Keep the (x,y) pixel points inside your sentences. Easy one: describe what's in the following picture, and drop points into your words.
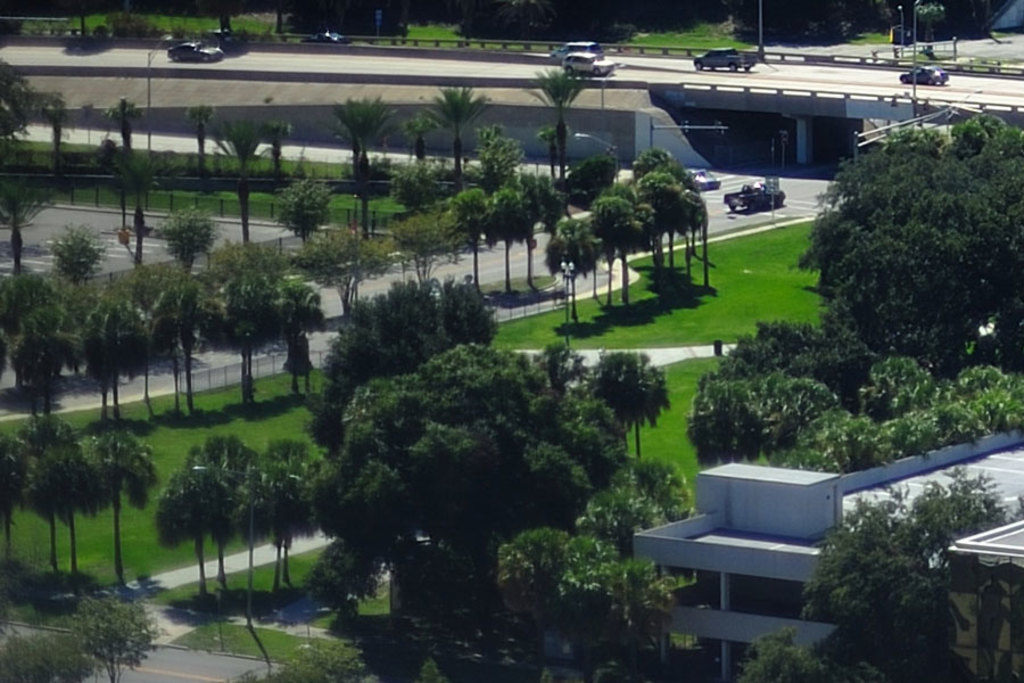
In this image there is a building (980,459) towards the right of the image (909,518), there are trees (284,318), there is grass (693,281), there are vehicles (761,183) on the road (854,80), there are poles (720,127) towards the top of the image (915,59), there are trees (500,196) towards the top of the image (664,17), there is road (181,660) towards the bottom of the image (202,659).
